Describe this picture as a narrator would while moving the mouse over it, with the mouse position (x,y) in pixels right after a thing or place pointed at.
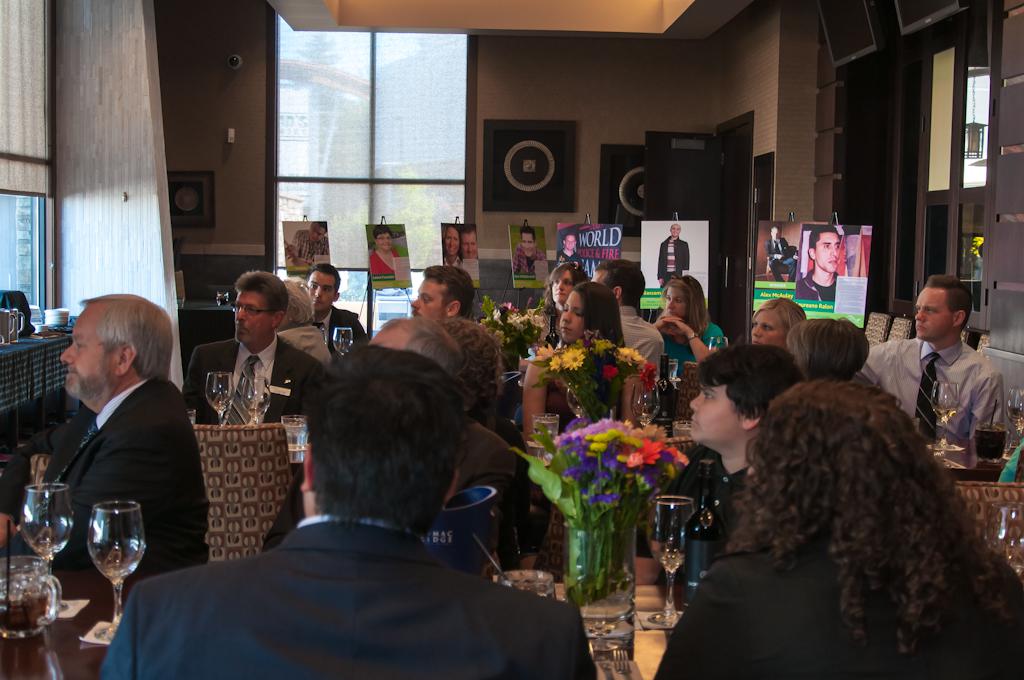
In this image we can see people (361,528) sitting on chairs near table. We can see glasses (138,554), flower vases (582,479) and some things (22,581) on the table (654,608). In the background (528,262) we can see boards (613,247), glass windows (408,179) and doors (650,184).
